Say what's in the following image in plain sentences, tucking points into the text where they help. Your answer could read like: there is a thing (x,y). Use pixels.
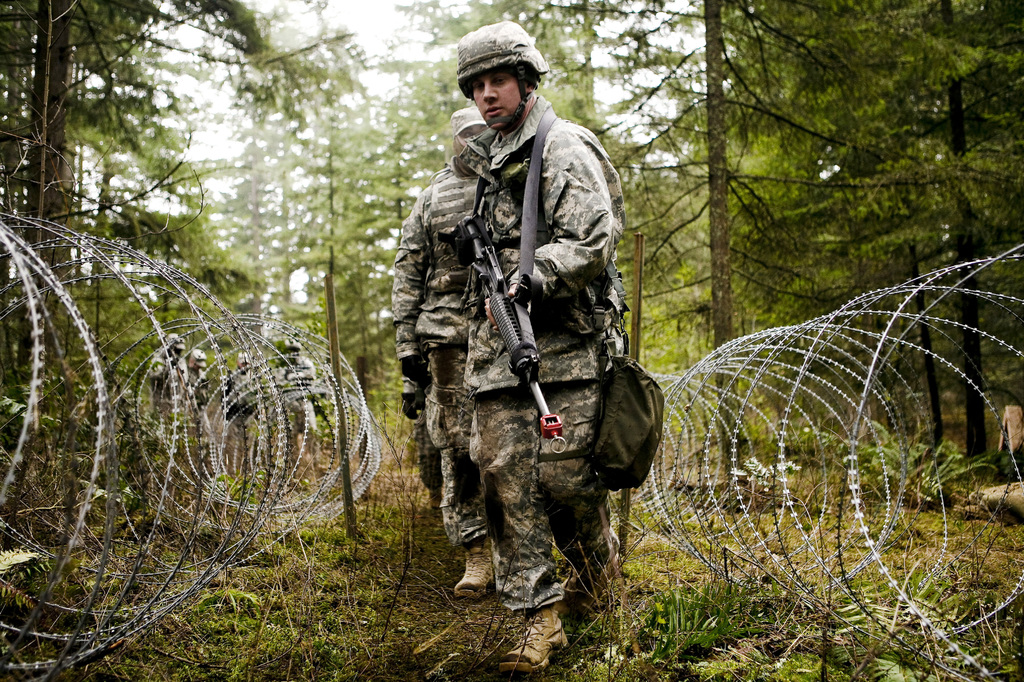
This image consists of few persons (406,375) wearing the army dresses (498,381) and holding guns (500,292). On the left (224,480) and right, we can see a metal fencing (858,518). In the background (670,332), there are trees (937,323). At the bottom (465,675), there is ground (486,653).
